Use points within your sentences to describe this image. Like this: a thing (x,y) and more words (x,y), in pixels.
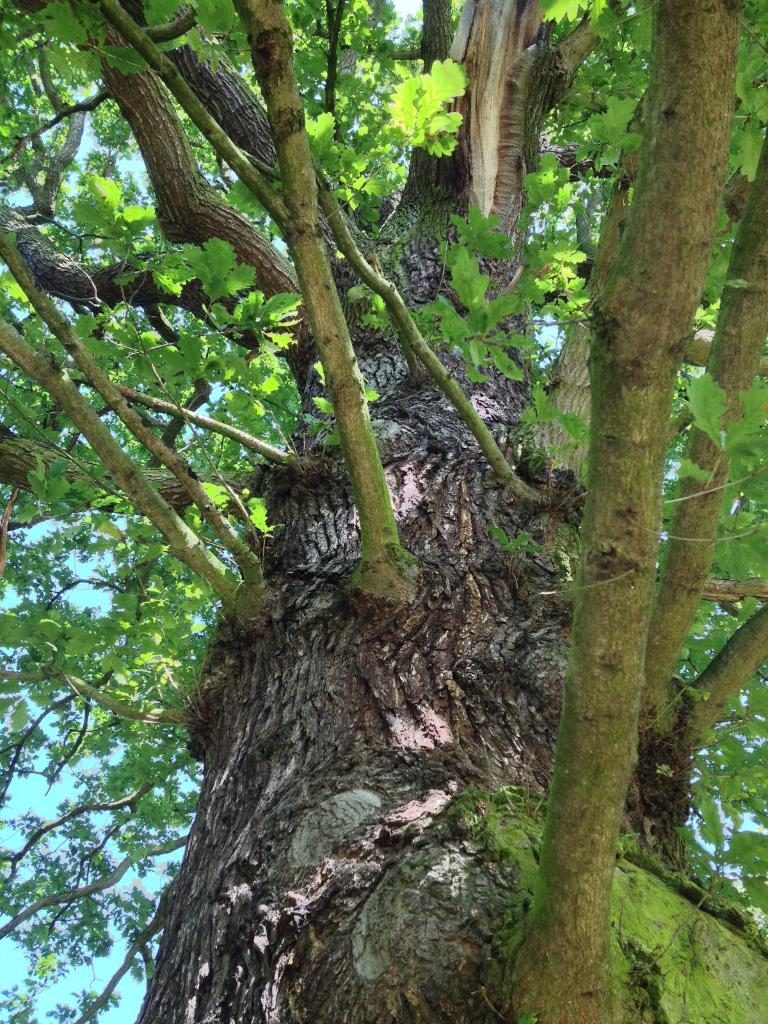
In the picture we can see a tree (659,817) with a branch (656,817) and some stems (699,187) and leaves (35,937) to it and we can also see some parts (76,985) of the sky (54,792).
